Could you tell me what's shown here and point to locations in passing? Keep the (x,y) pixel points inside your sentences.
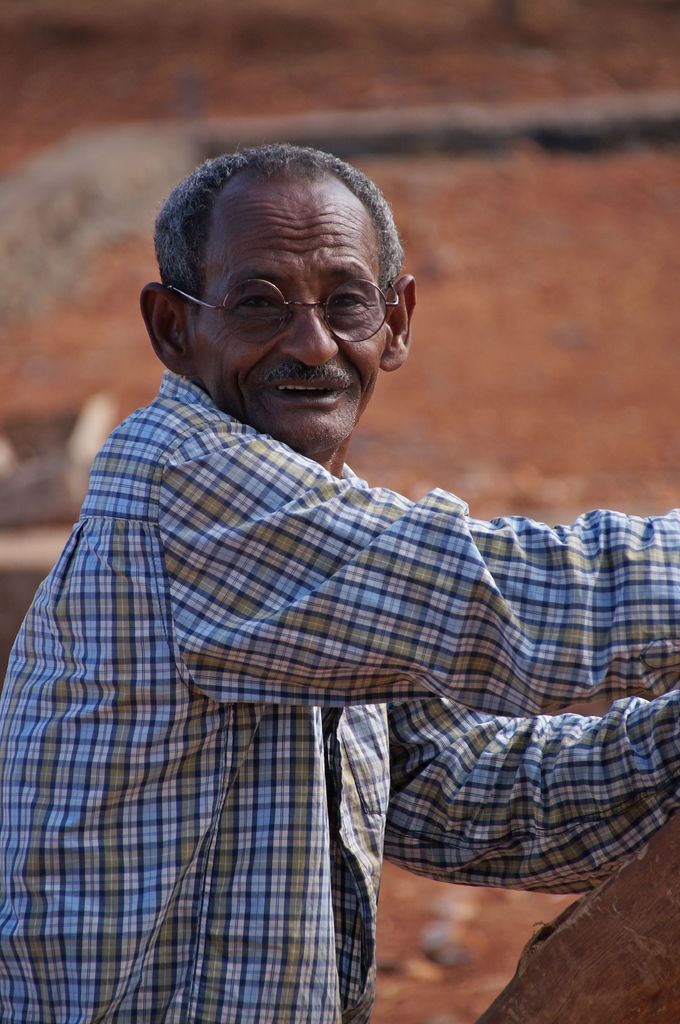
In this picture we can see a man (332,650) standing here, he wore a shirt (306,587) and spectacles (346,313).
